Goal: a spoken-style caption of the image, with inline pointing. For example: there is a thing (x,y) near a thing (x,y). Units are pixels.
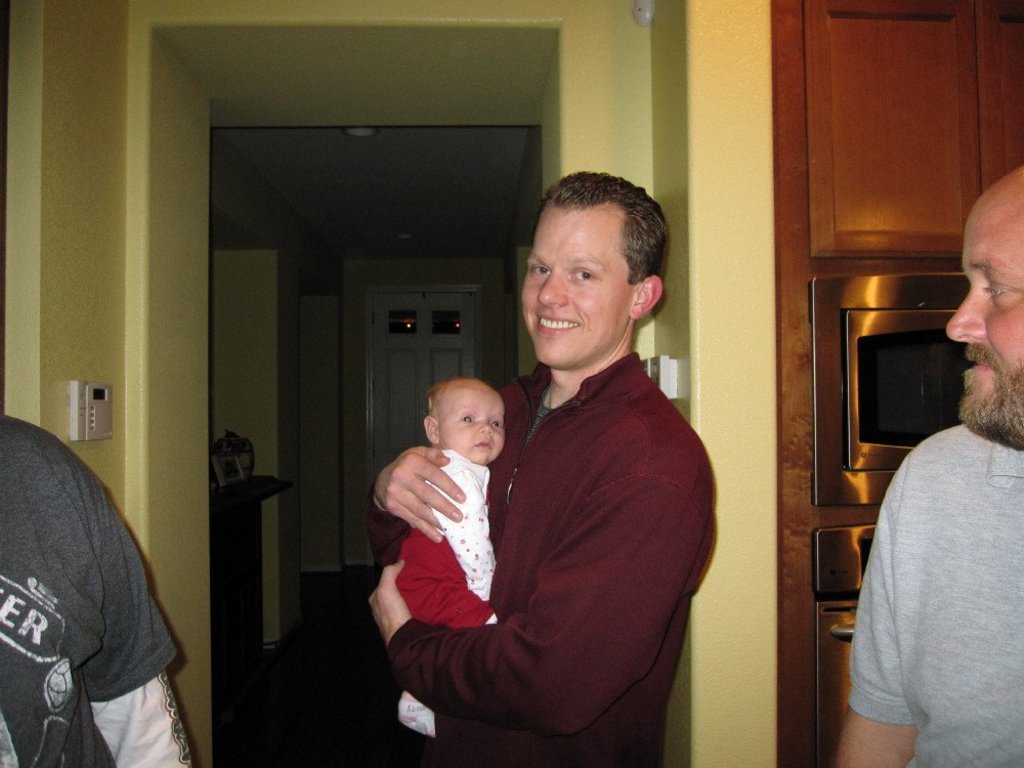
In this image we can see three persons (514,503). In the middle (530,463) we can see a person (444,489) carrying a baby (454,429). Behind the persons (554,596) we can see a wall (727,437), door (422,363), cupboards (859,157), oven (831,407) and few objects (232,438) on the table (265,494). On the wall (119,377) we can see few objects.
